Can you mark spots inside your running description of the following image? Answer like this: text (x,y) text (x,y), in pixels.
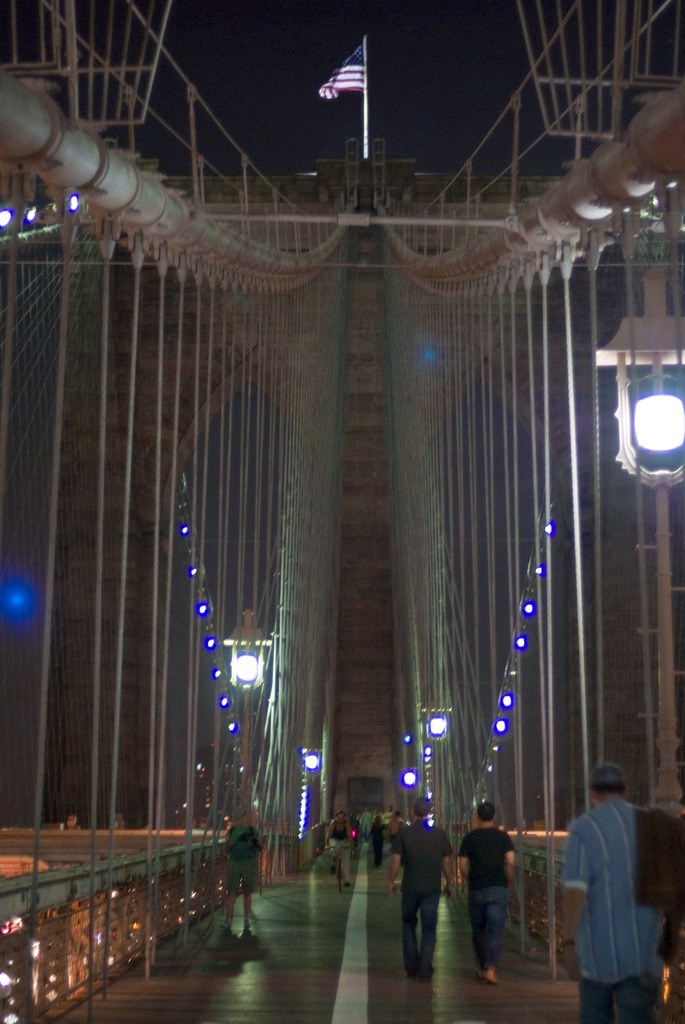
In this image I can see a bridge (128,861) People (234,887) walking on the bridge (524,854). I can see the construction (273,271) of the bridge (475,439). I can see some lights (659,455). I can see a flag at the top of the image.
